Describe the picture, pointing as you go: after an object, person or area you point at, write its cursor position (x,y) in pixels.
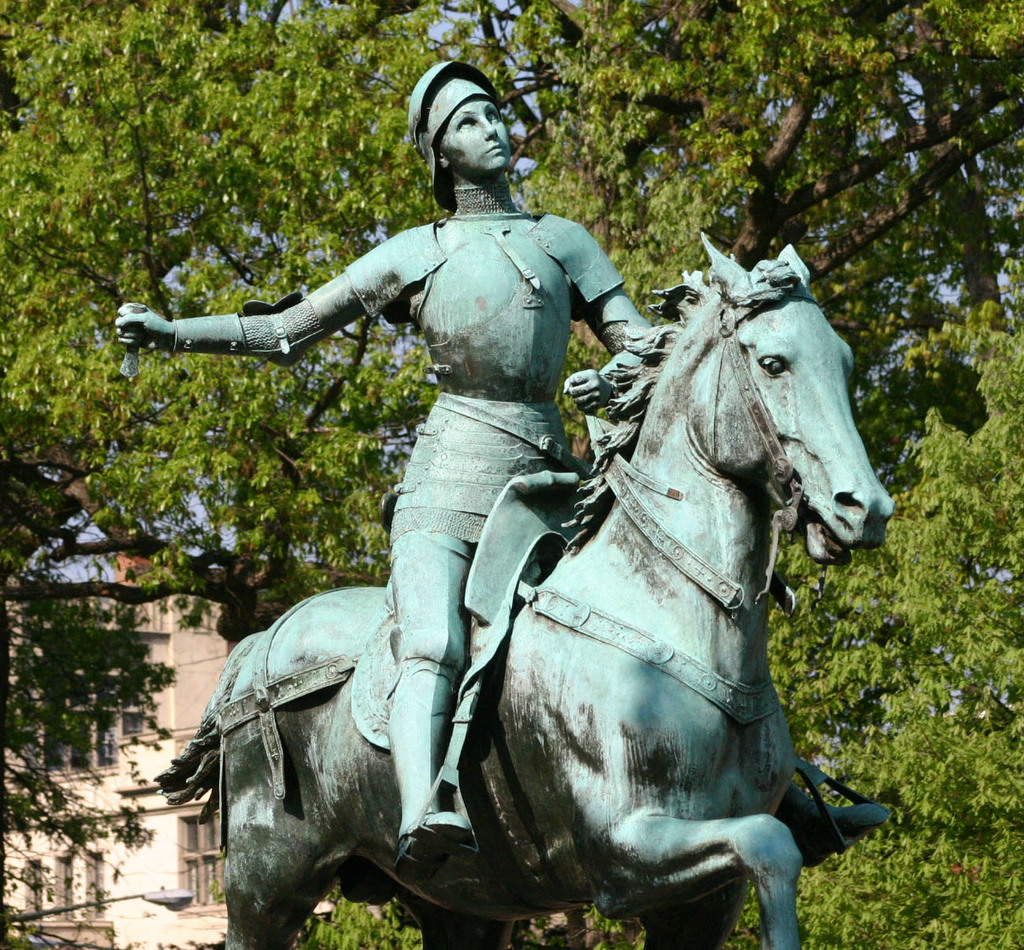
In this image we can see there is a statue (493,373) of a person (428,420) riding the horse (615,574). In the background (147,269) there are trees (190,238) and a building (123,874).
